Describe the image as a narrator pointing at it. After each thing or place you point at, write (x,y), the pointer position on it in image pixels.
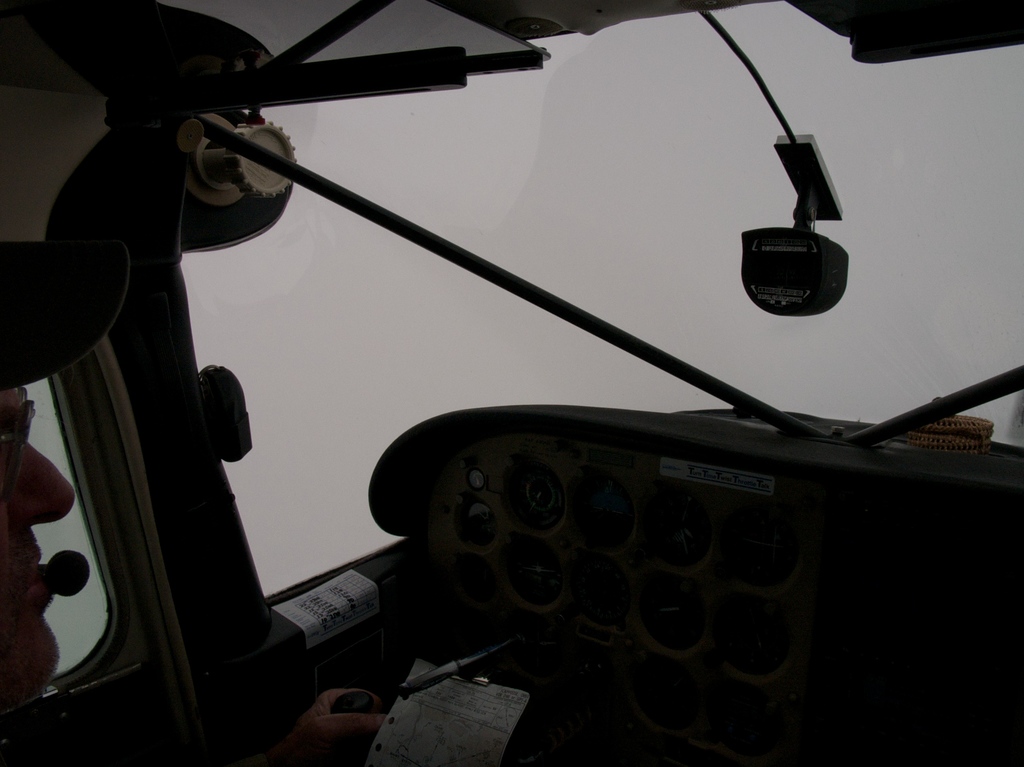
In this picture we can see the inside views of the airplane (513,584). In the front (395,522) there is a cluster unit (548,679) and windshield glass (600,295).
